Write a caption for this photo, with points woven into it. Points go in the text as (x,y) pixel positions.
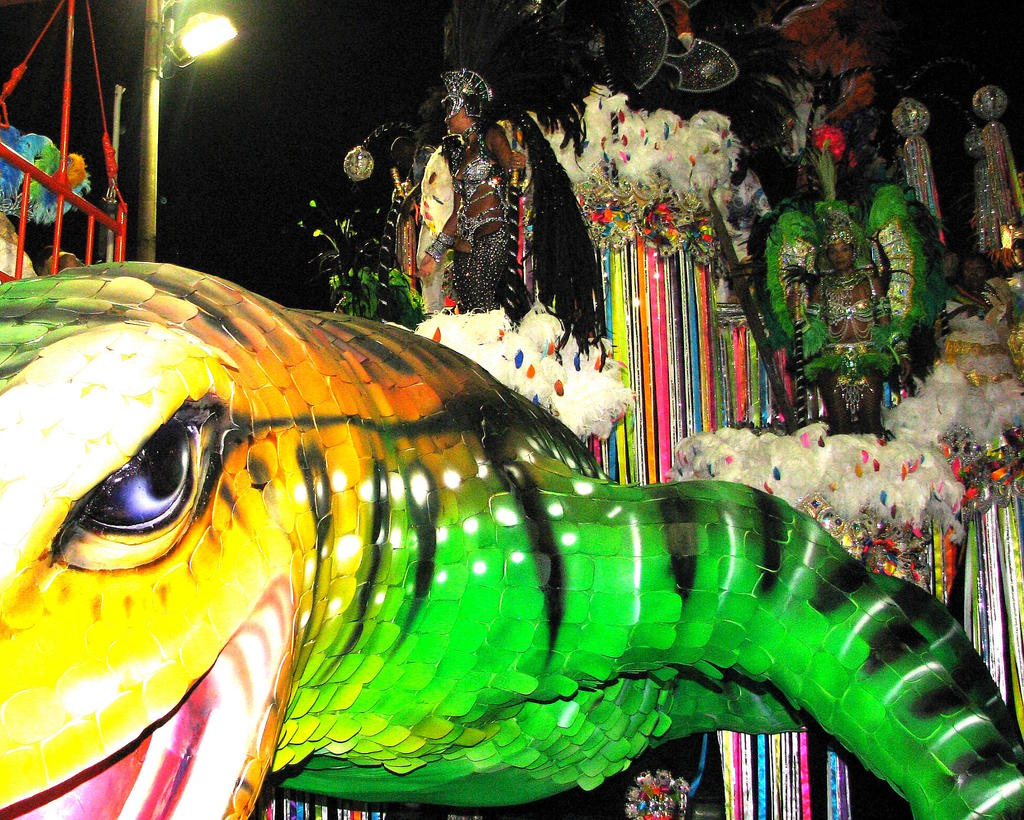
At the bottom of the image (293,679) we can see a doll (305,428). In the middle of the image (491,280) few people (477,183) are standing and there is a pole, on the pole (142,239) there is a light (207,46).
